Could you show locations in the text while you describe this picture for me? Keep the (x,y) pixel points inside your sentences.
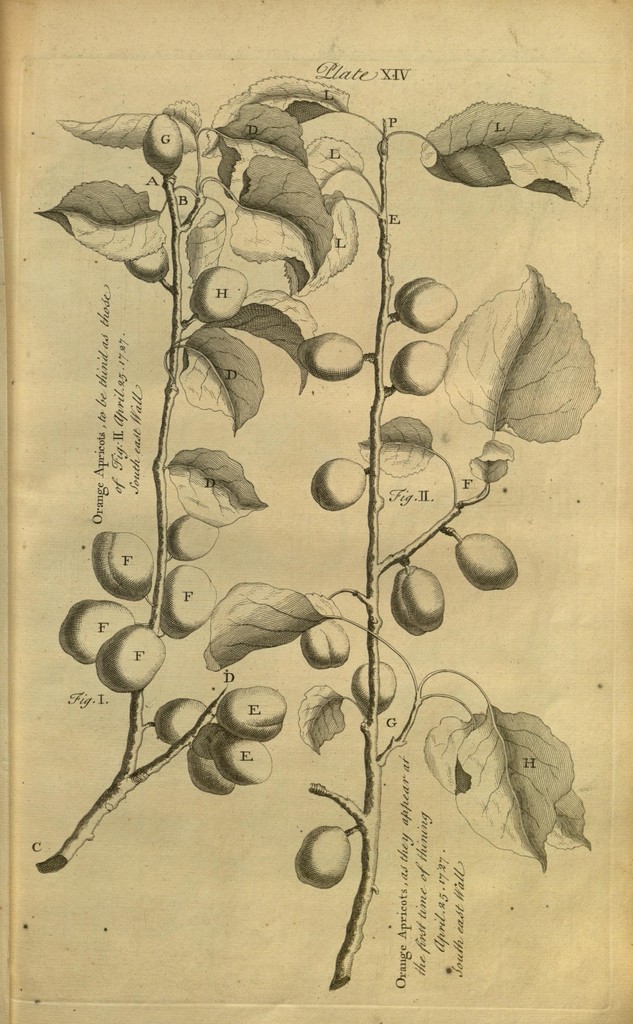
In this image I can see the paper (186,197). On the paper (284,372) I can see the plant (328,614) with fruits (232,730). I can also see the text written on it. And this is a black and white image.
